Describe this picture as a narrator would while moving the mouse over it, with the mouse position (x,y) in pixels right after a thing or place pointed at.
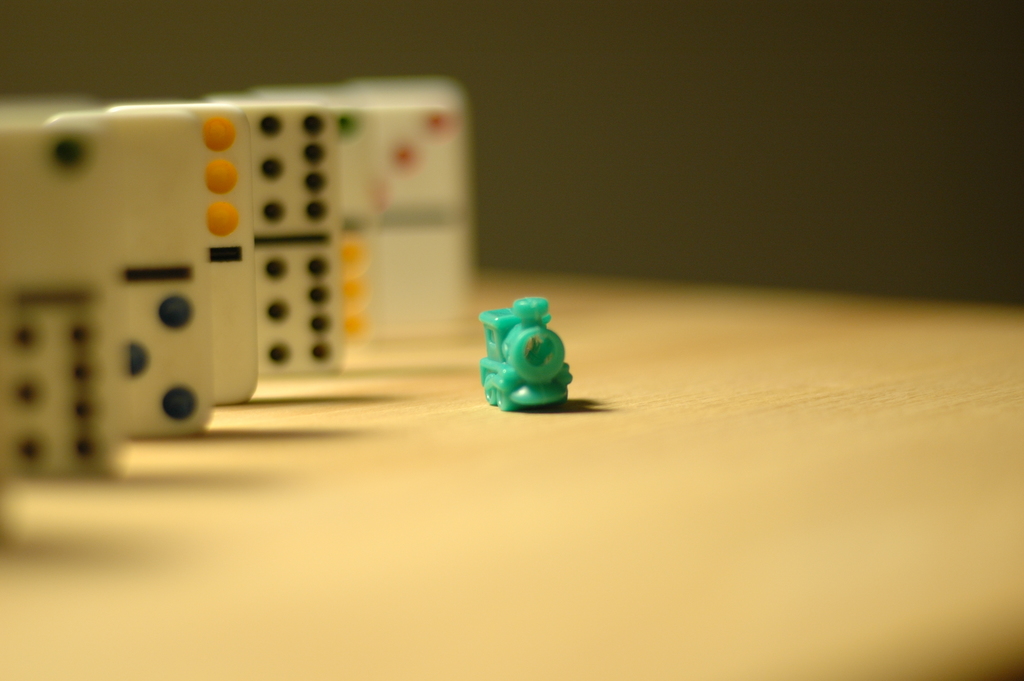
In this picture, we see a blue color toy (541,365) is placed on the wooden table (472,406). On the left side (292,223), we see the dominoes game pieces (243,220) are placed on the table (134,459). In the background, it is black in color.
